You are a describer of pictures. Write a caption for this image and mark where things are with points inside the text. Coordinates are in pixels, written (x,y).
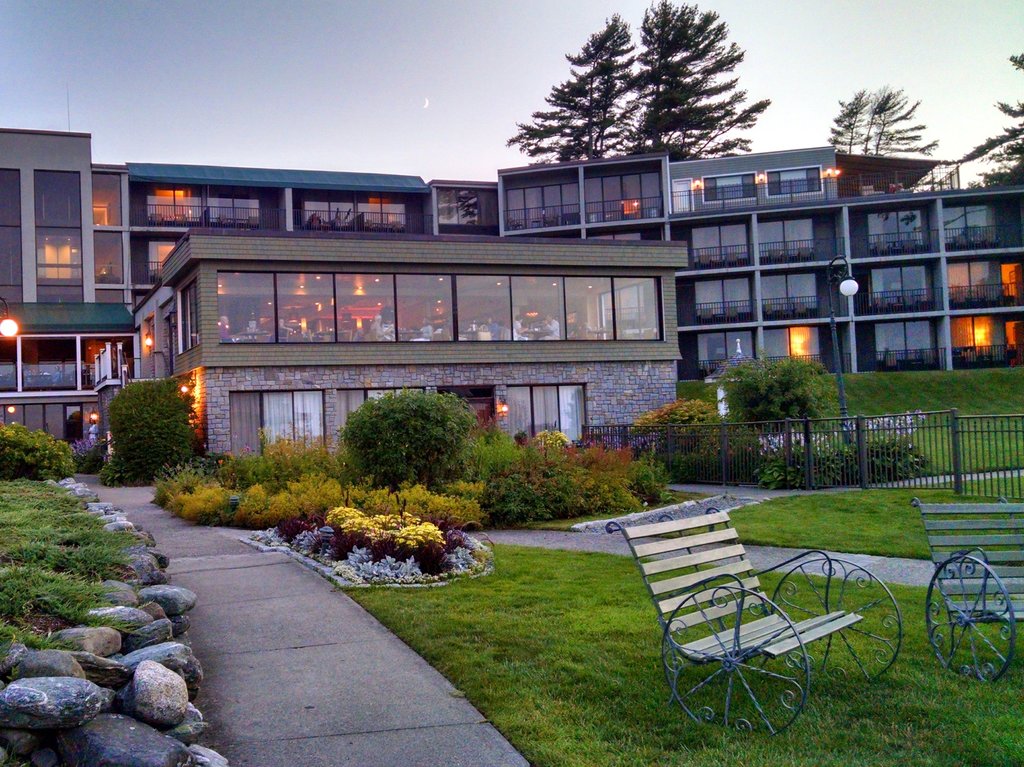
This is an outside view. At the bottom of the image (383,697) I can see a path (324,671), garden (537,568) in which I can see two benches (717,617), plants (256,480) and some rocks (152,679). In the background (282,296) there is a building (673,259), trees (663,122) and poles (841,382). On the right side (905,463) there is a railing (891,457). On the top of the image (215,63) I can see the sky (390,73).
